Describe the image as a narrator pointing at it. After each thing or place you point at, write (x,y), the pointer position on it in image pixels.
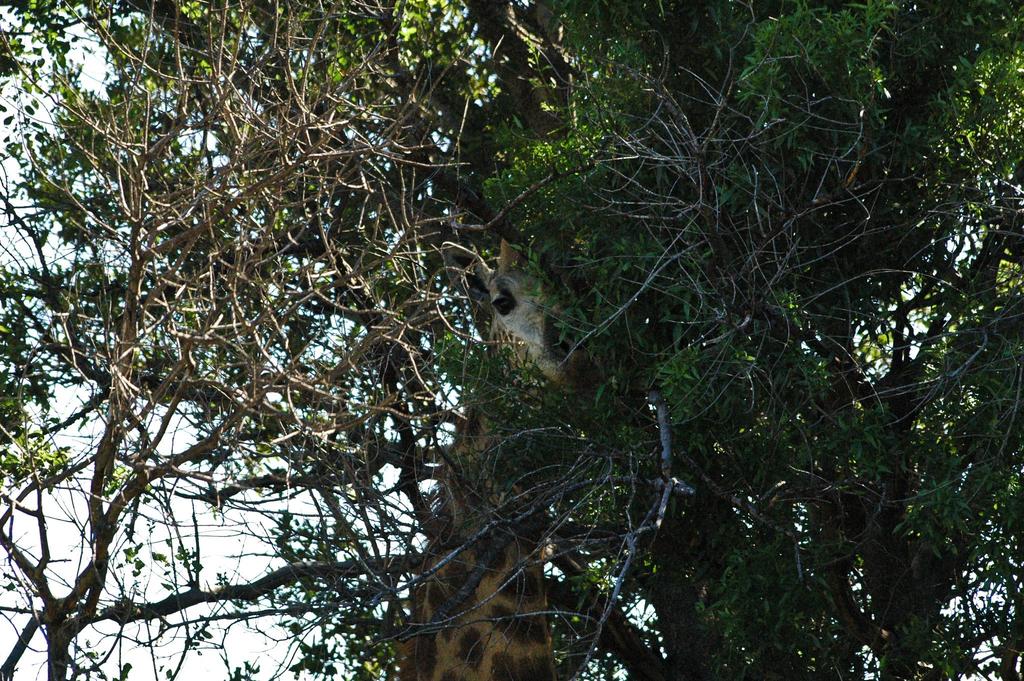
In this image we can see a giraffe (530,579) between the creepers (459,392). In the background (357,524) we can see sky (209,466).
